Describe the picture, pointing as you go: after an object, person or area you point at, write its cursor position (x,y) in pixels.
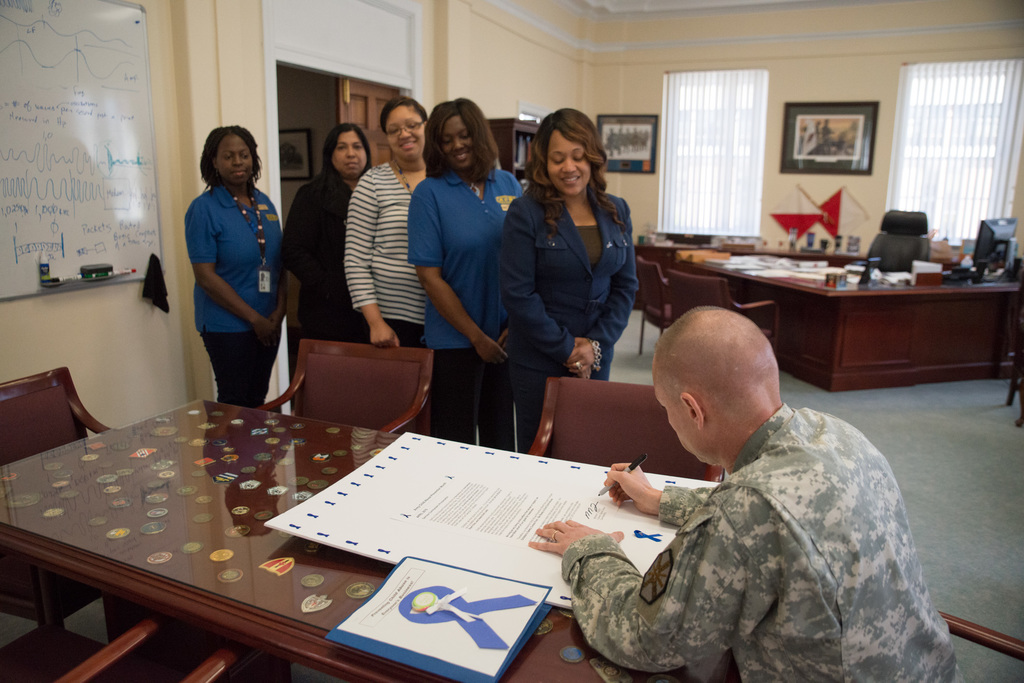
In this image it seems like there is a man (890,623) sitting in chair (1001,651) and five girls (399,303) standing in front of him. The person (775,528) who is sitting in the chair (983,642) is writing something on the card board (584,476). To the left side (27,193) there is a white board (32,162) and the wall (82,323). To the right side (957,220) there is a chair (907,229), desk (967,301), desktop (985,253), curtain (970,235), photo frame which is beside the curtain (946,134).
